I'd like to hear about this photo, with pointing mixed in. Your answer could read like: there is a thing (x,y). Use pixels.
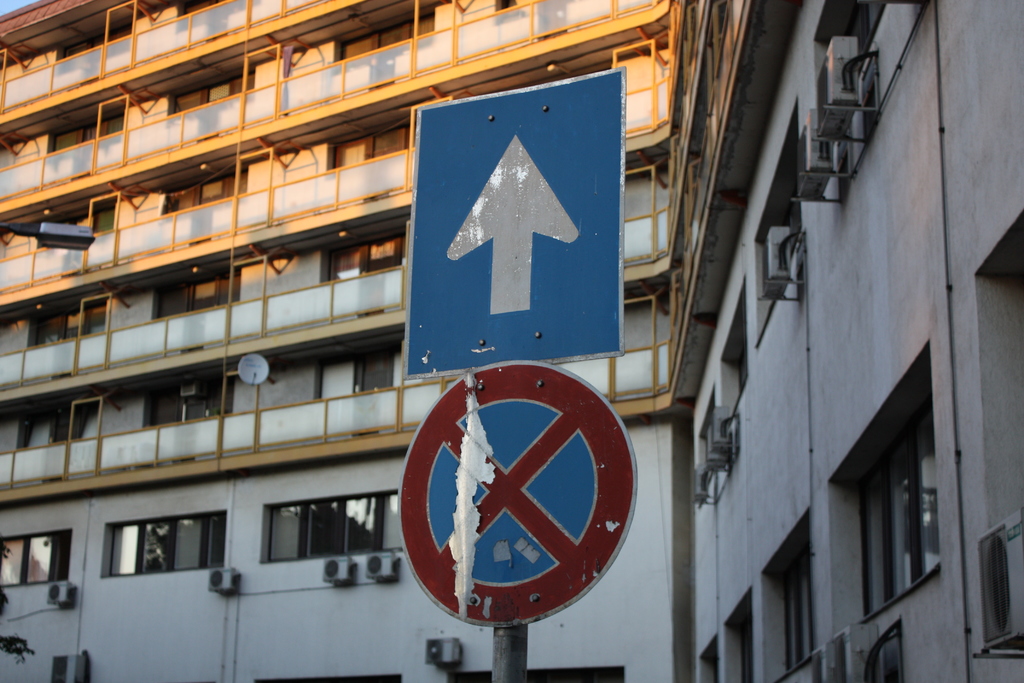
In this image I can see few sign boards (542,284), a street light (90,235) and in background (322,391) I can see building (290,418), number of windows (276,520) and over here I can see an antenna (255,368).
